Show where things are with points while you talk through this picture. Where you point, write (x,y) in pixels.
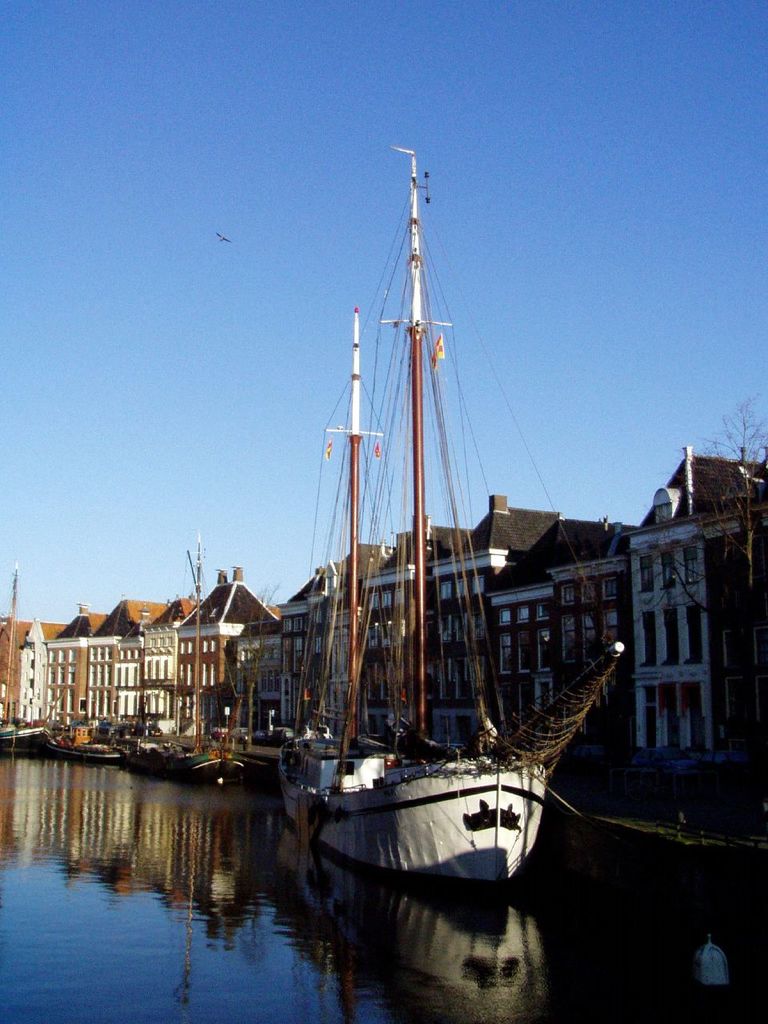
In this image there are few ships (221,782) in the water (259,789), there are few buildings (509,548), a tree (701,605), a bird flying in the sky (307,246).
